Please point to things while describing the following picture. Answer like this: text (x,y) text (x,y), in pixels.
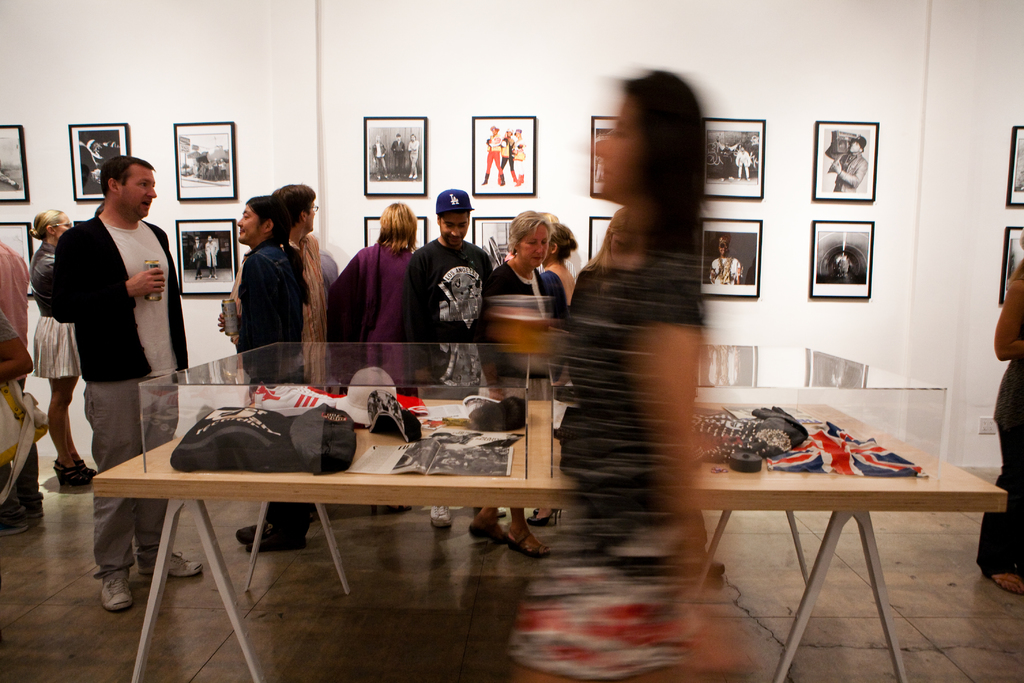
In this image I can see there are the number of persons (146,511) standing on the floor (57,600), in front of them there is a table (844,476), on the table (375,476) there are different clothes (388,418) kept on that. On the back ground (401,90) I can see a wall (368,106) and there are some photo frames (8,233) attached to the wall (778,296).
